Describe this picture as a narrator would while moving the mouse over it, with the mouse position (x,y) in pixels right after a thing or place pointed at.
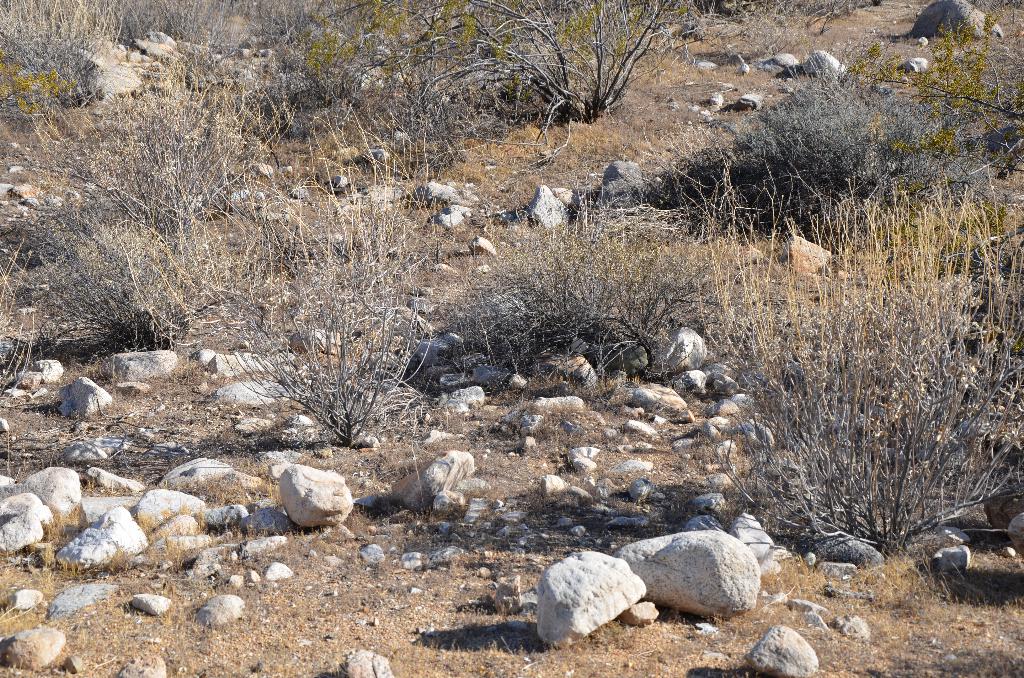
In this image I can see the ground (450,635), few rocks (380,554) which are white and ash in color and few plants (794,341).
